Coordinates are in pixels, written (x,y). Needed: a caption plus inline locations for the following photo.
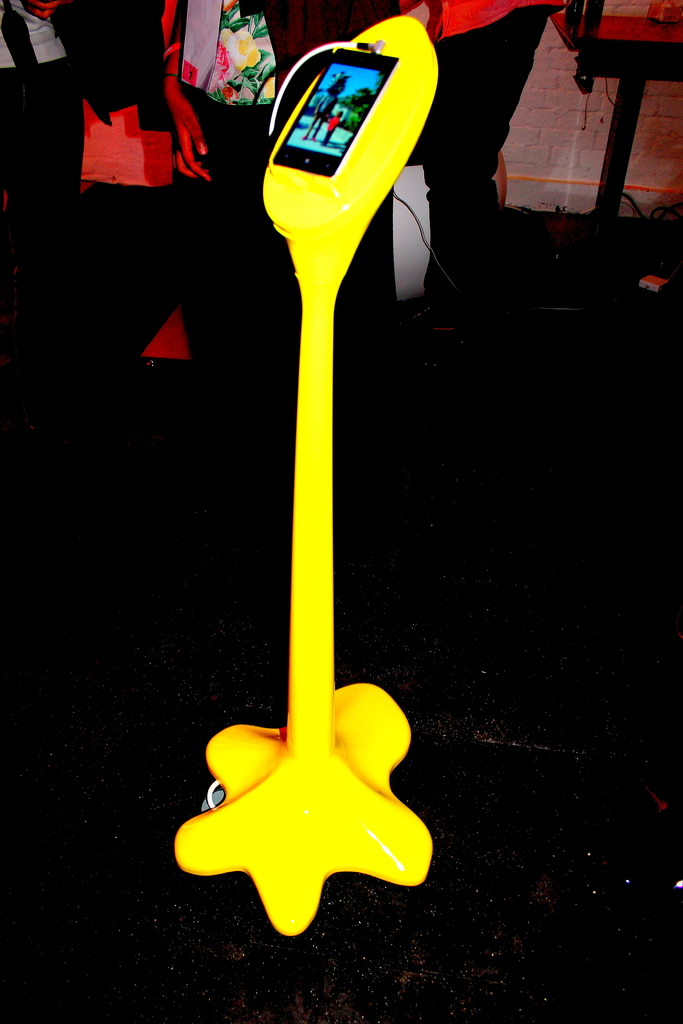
In this image, in the middle (323,614), we can see a rod (284,826) which is in yellow color, in the rod (381,180), we can see a mobile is attached to it. In the background (448,156), we can see a group of people (134,25), wall (611,93) and a table (680,25). At the bottom (184,802), we can see black color.
